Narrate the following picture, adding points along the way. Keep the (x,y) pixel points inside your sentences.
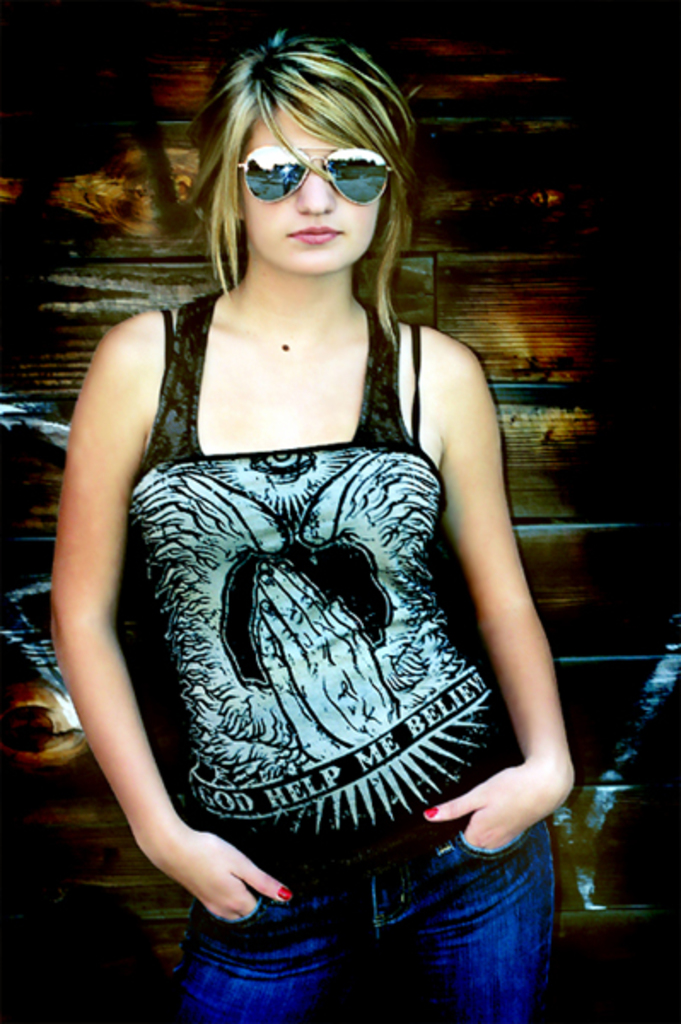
There is a picture of a woman (222,557) in the middle of this image (246,521). It seems like a wooden wall (571,332) in the background (611,356).
